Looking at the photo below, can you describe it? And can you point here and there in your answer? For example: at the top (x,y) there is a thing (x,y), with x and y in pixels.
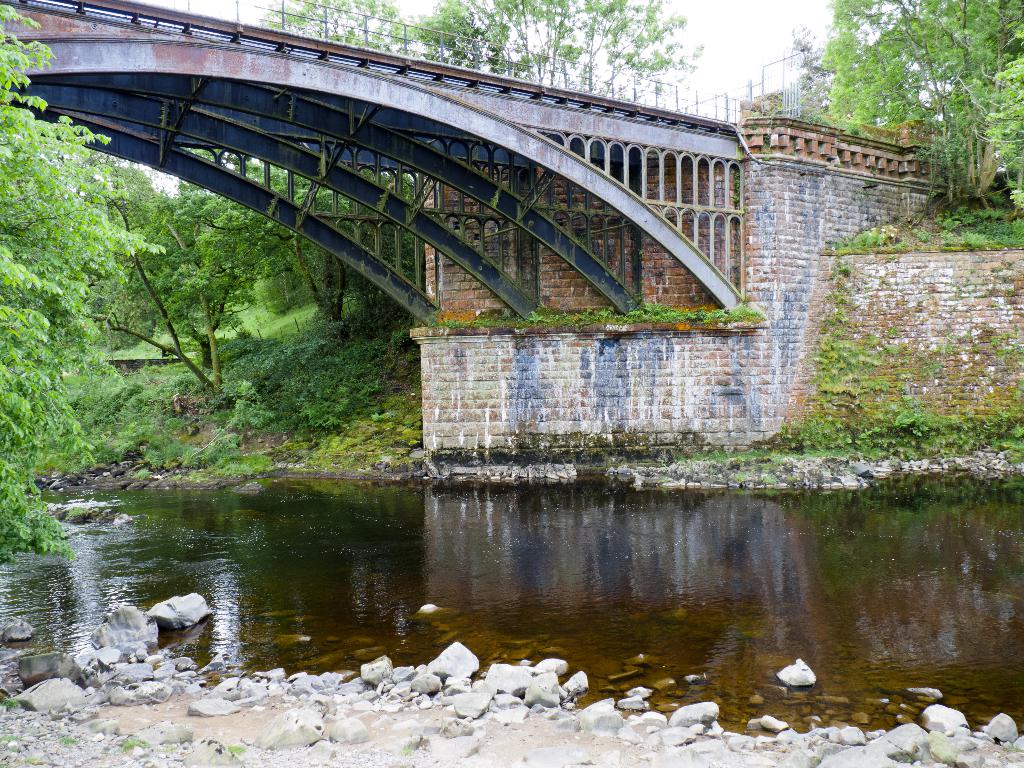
Here we can see water (624,650), stones (31,746), plants (302,410), trees (1000,107), wall (872,283), and a bridge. In the background (825,25) there is sky (787,67).
